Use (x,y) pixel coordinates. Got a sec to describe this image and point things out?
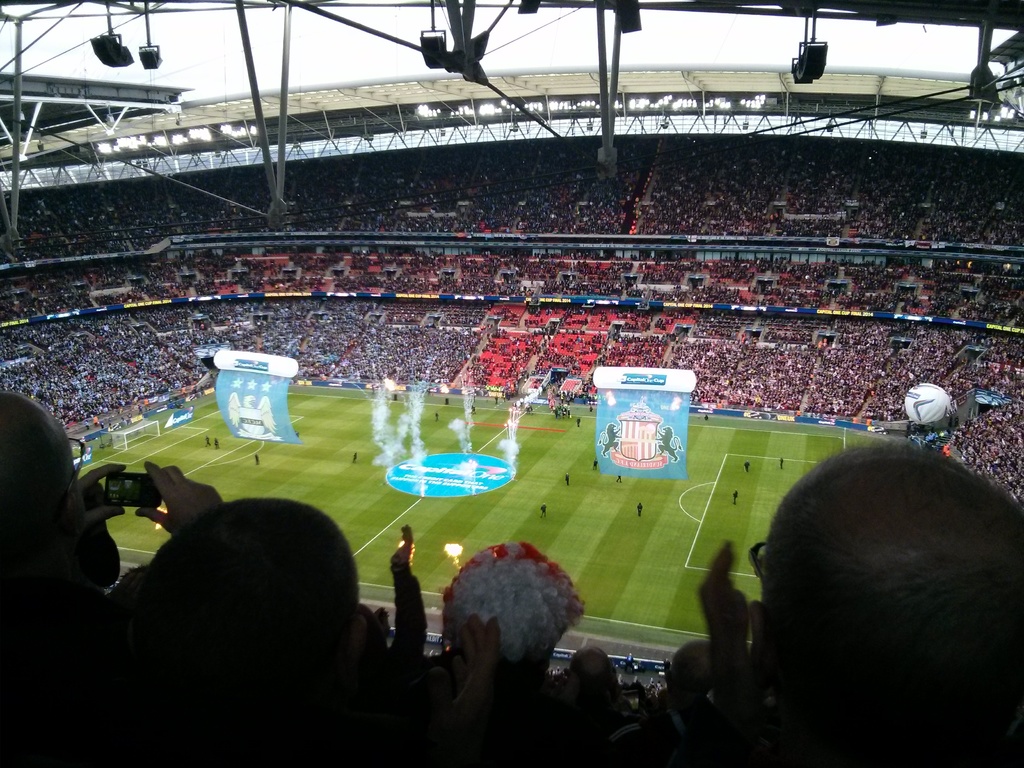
In this picture we can see a stadium (438,384), there are some people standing on the ground (318,419), we can see smoke (388,447) in the middle (512,449), we can see people (156,351) in the front (370,636) and in the background (480,212), on the right side (913,409) there is a balloon (938,419), we can see metal rods (289,48) and the sky (310,28) at the top of the picture (293,17), on the left side (143,437) there is a goal post (131,432), there are hoardings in the background (751,311).
